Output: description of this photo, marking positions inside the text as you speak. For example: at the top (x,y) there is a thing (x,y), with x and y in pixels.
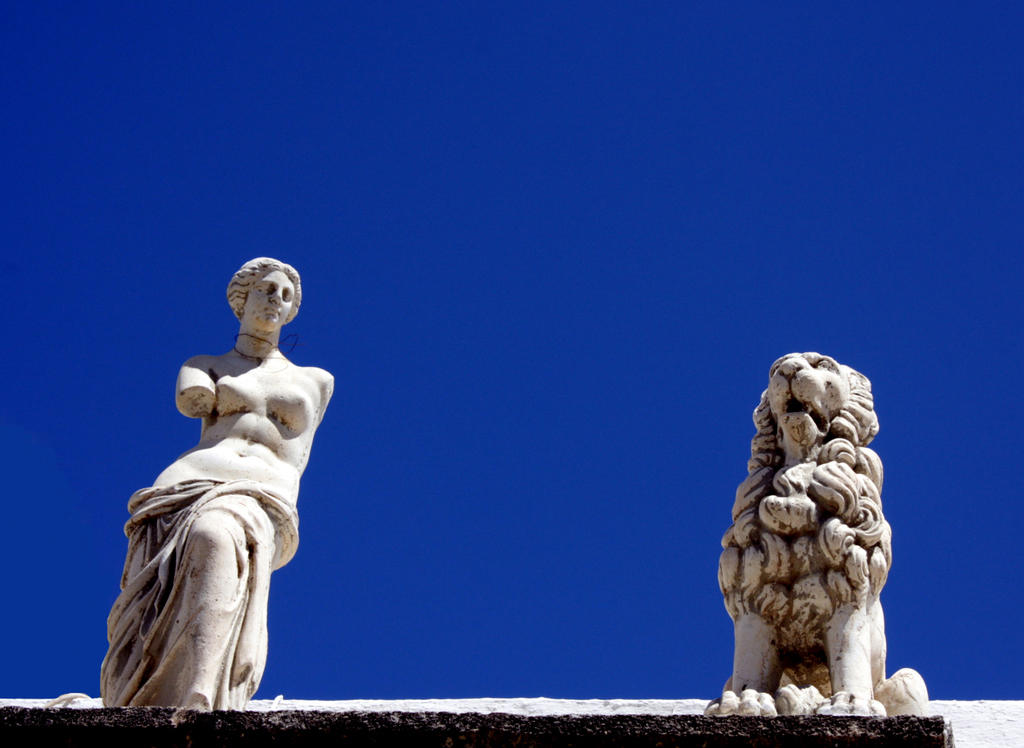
In this image we can see statues (789,560). In the background (485,221) there is a sky (445,198).
